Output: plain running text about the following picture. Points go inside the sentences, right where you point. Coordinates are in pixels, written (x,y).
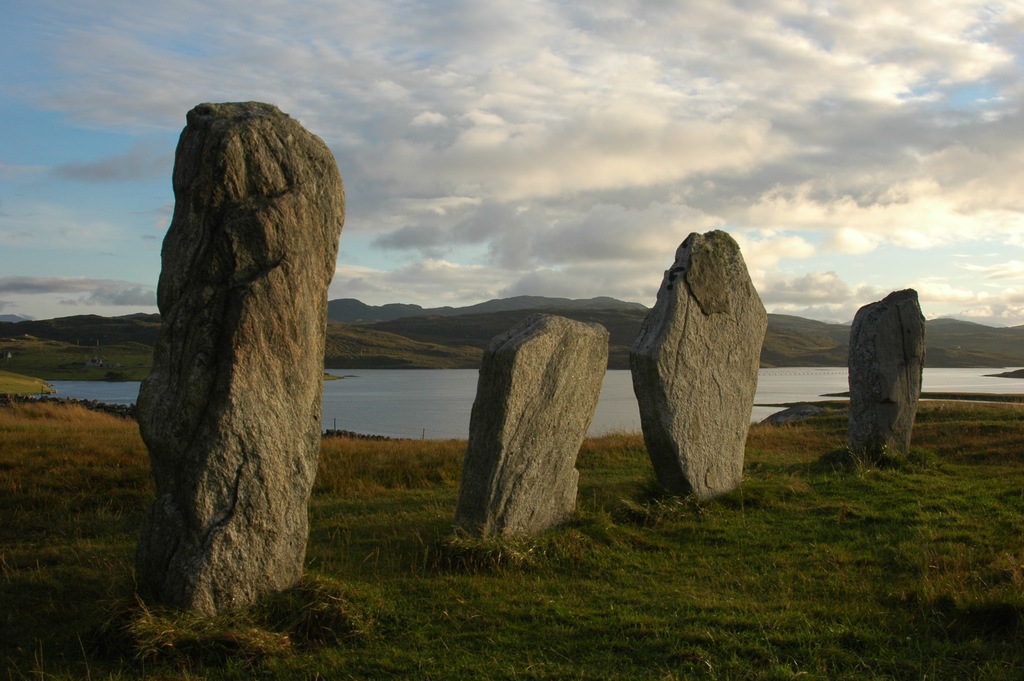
In this image I can see few pillars (669,305), background (452,422) I can see grass (868,608) in green color, water (431,418), mountains (389,317) and the sky (481,275) is in white and blue color.
